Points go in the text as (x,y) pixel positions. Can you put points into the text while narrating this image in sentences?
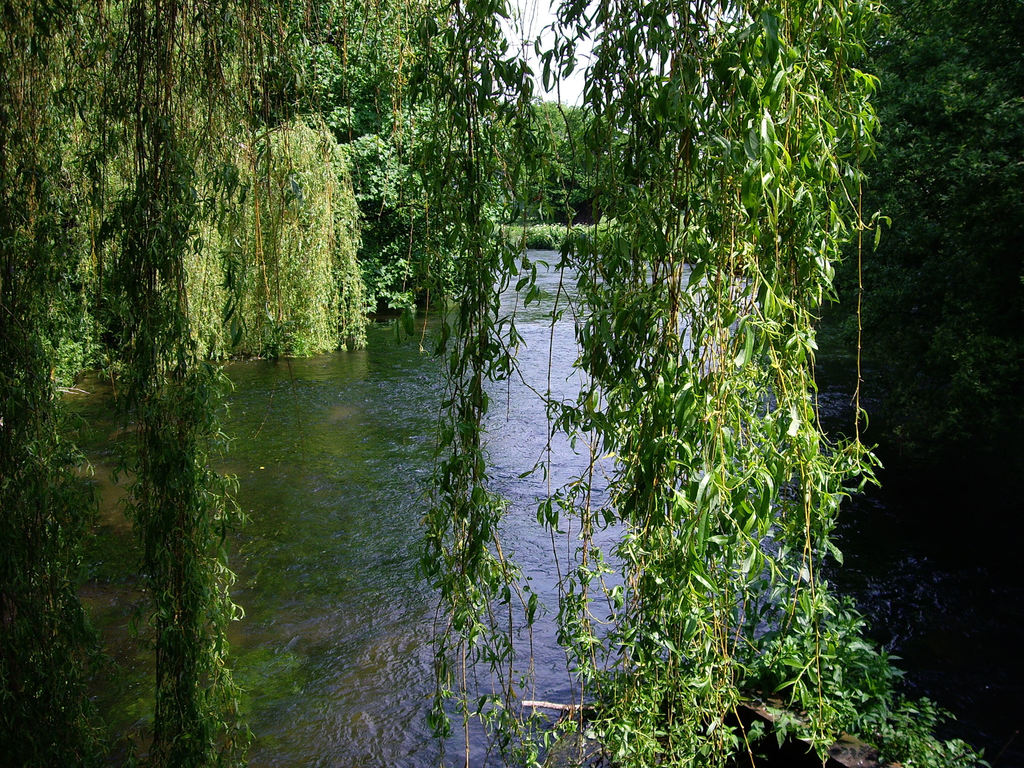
In this picture I can see trees (429,284) and I can see water (524,387) and a cloudy sky (554,12).
